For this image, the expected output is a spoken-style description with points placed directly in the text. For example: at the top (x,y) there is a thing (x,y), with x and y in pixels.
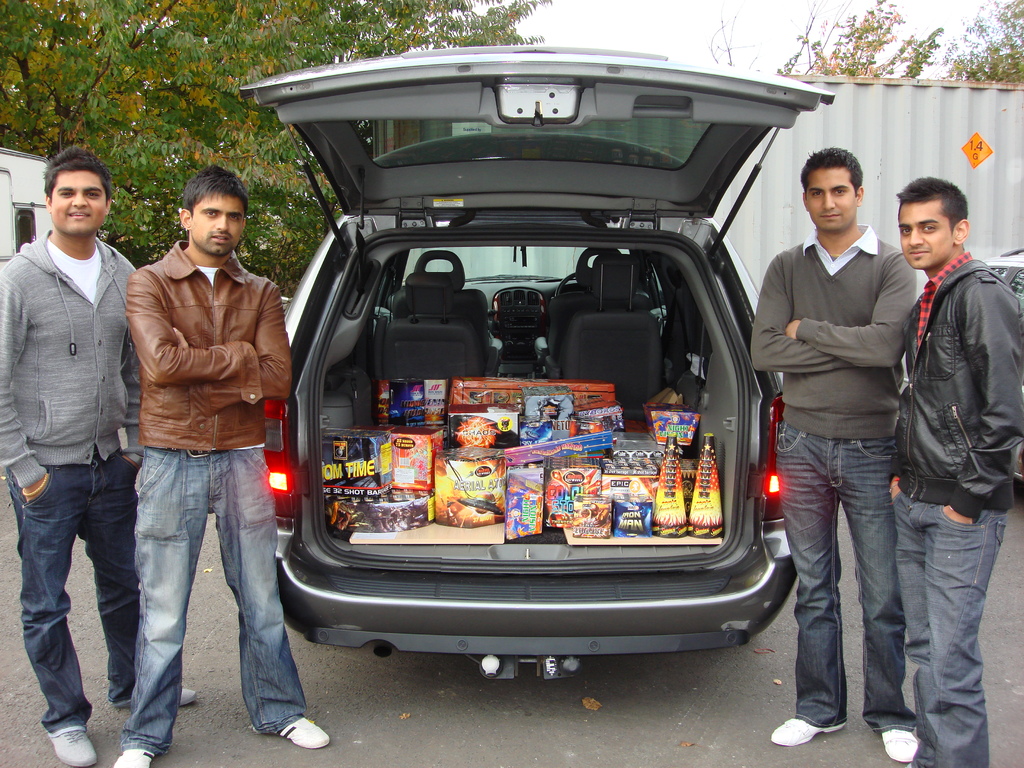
In this image I can see few people (799,290) standing and wearing different color dresses (918,308). I can see few boxes (549,433) inside the car (616,385). Back I can see trees (188,104) and white color object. The sky (771,41) is in white color.
